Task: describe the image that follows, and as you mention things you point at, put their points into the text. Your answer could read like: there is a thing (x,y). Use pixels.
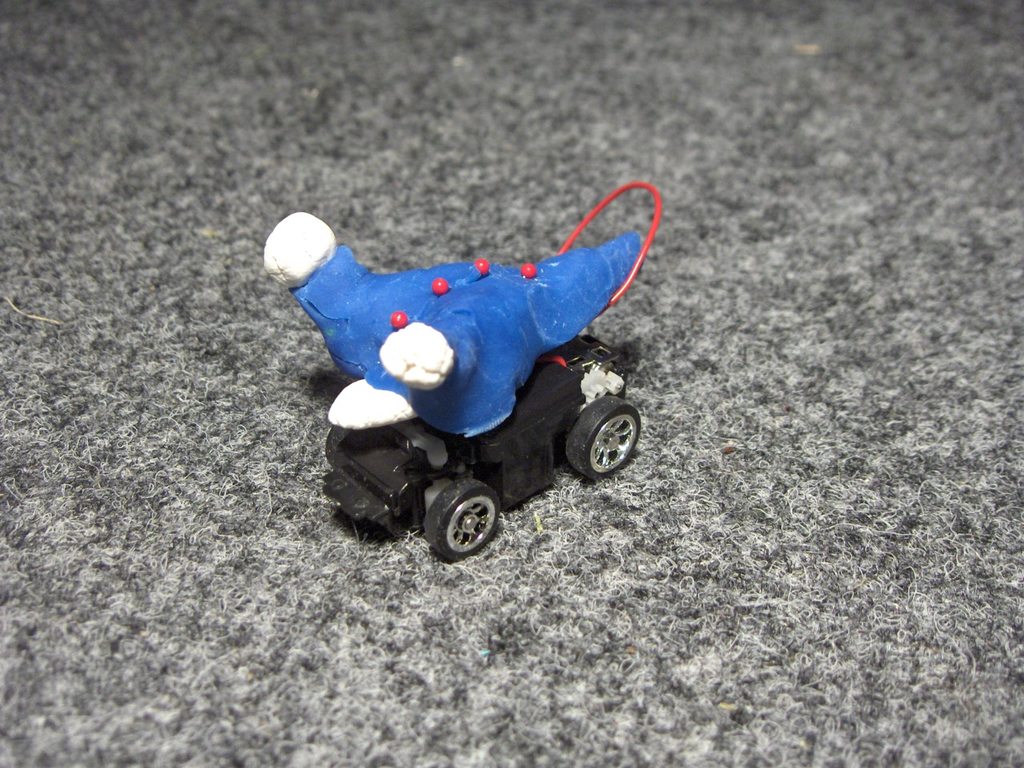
In this image in the center (440,413) there is one toy (446,487), at the bottom (356,538) there is carpet (377,580).
